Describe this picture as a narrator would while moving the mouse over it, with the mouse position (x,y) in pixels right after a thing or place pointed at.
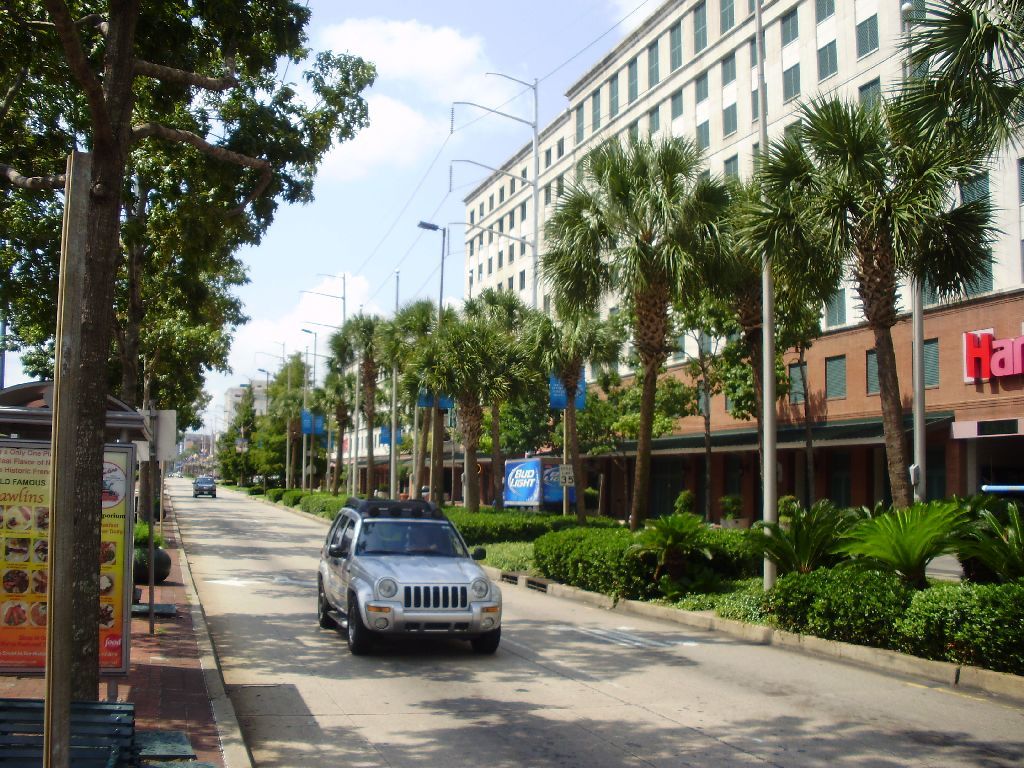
In the image we can see there are cars (352,566) moving on the road (473,651) and there are plants (648,570) and bushes (648,570) on the ground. There are lot of trees (500,300) and there are buildings (479,234). There are lot of trees (464,365) and there is a cloudy sky (445,177).
